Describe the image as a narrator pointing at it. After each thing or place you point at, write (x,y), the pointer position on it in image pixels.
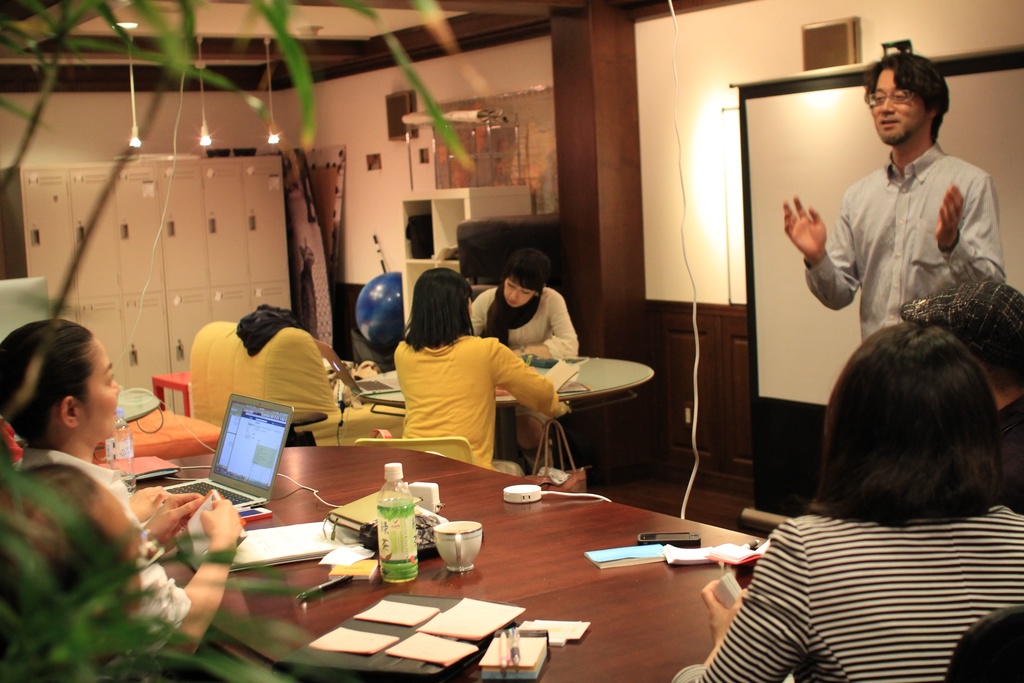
In a room (302,440) there are some people (487,354) sitting. To the left side (132,515) there is a lady (139,546) in front of her there is a table (305,509) with Bottle (402,525), cap (446,542), paper (313,531), pen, bowl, laptop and mobile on it. In front of her there is a man (888,211) standing and talking. In the background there is a screen (833,217).
